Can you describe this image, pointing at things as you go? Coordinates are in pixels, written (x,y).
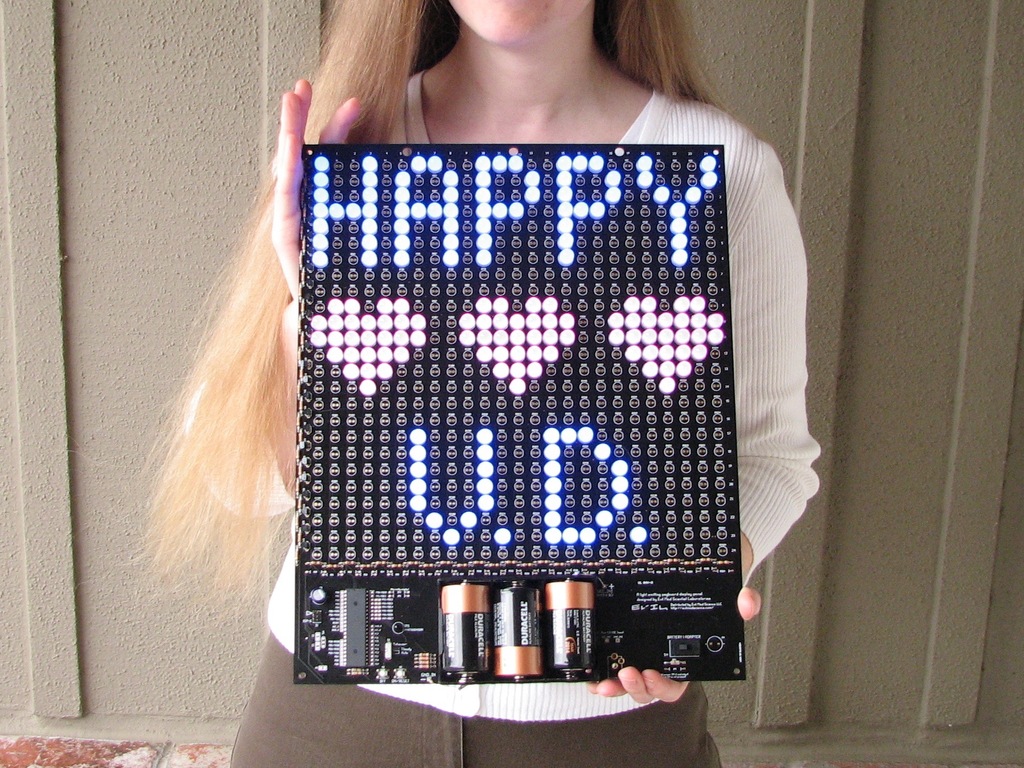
In this image, we can see a person (267,718) is holding a circuit board (668,619). Here we can see batteries (564,644) and lights (554,518). In the background (837,505), there is a wall (76,431).
